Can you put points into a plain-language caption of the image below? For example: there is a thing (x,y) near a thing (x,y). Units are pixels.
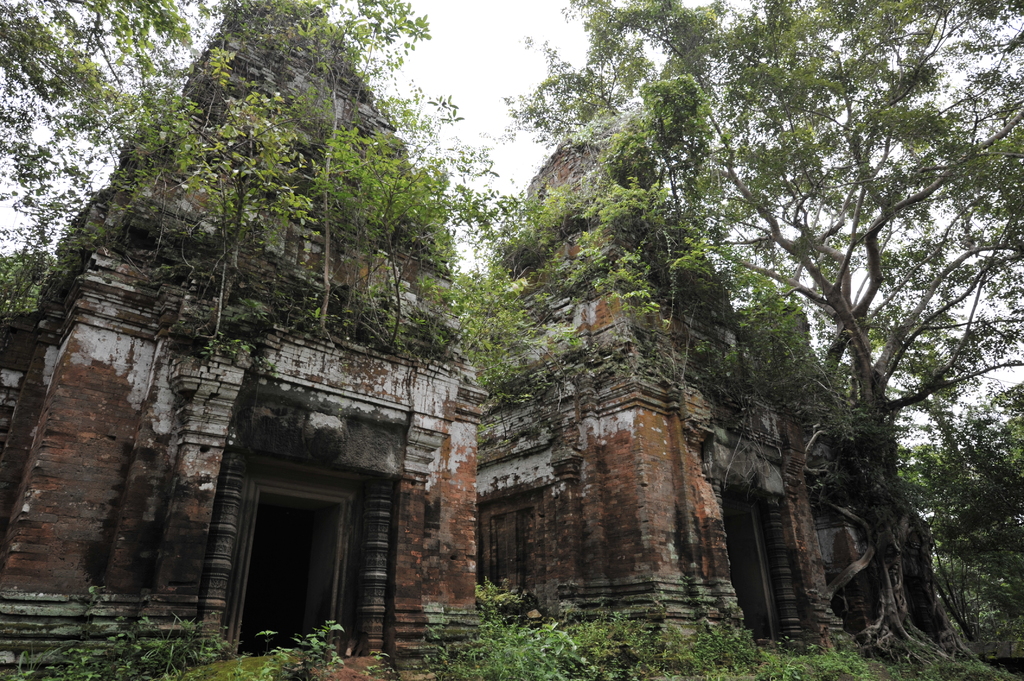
This picture looks like couple of old temples (467,398) and I can see trees (931,286), plants (486,630) and I can see a cloudy sky (486,100).
